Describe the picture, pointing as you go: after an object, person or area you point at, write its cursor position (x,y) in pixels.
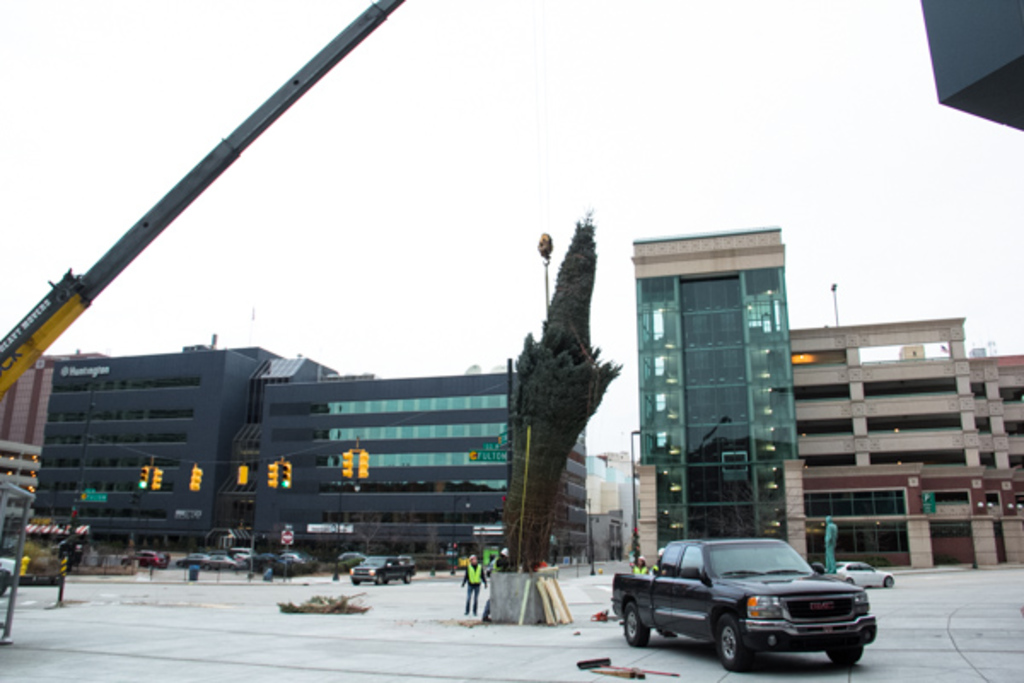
In the center of the picture (363,401) there are buildings (354,448), signals (155,475), cars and people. In the foreground (546,565) there are wood material (547,590), tree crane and a car (753,560). Sky (460,205) is cloudy.
